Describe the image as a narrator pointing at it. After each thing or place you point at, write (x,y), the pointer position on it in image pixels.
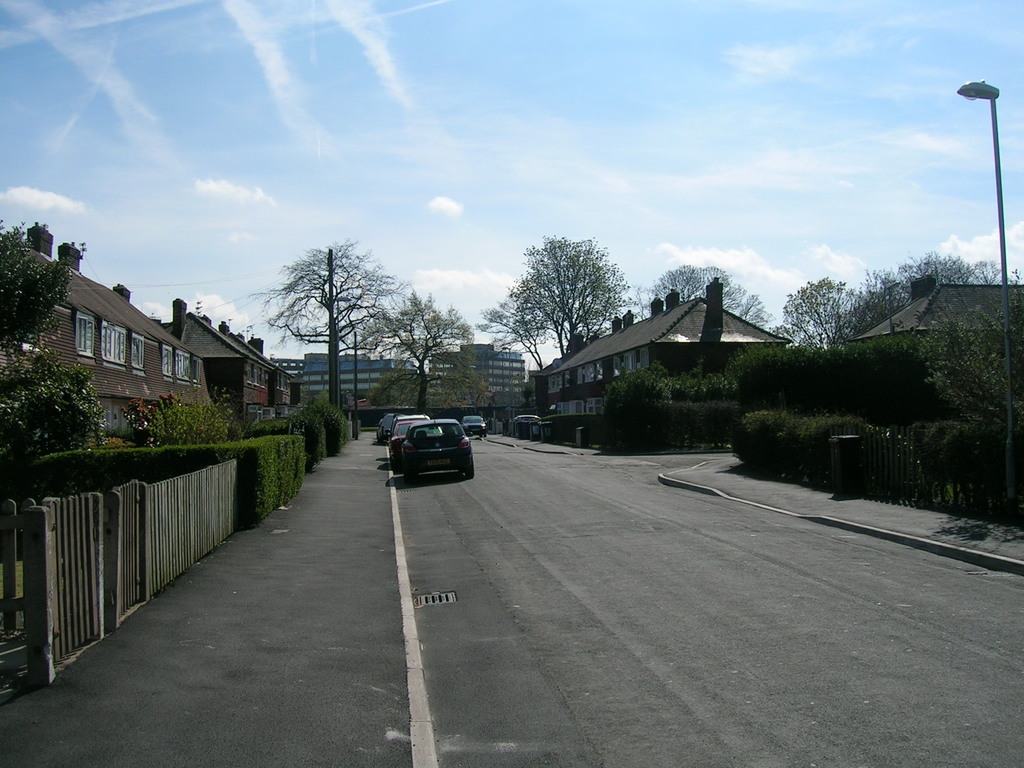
This picture is clicked outside the city. In the middle of the picture (444,459), we see the vehicles (440,449) are parked on the road (421,573). On the right side (1008,411), we see a street light (1006,330). On either side of the picture, we see shrubs (159,414), trees (38,396) and buildings (263,408). On the left side (215,515), we see a railing (104,541). There are buildings (493,380) and trees (443,375) in the background (413,353). At the top of the picture (462,86), we see the sky (500,158).
